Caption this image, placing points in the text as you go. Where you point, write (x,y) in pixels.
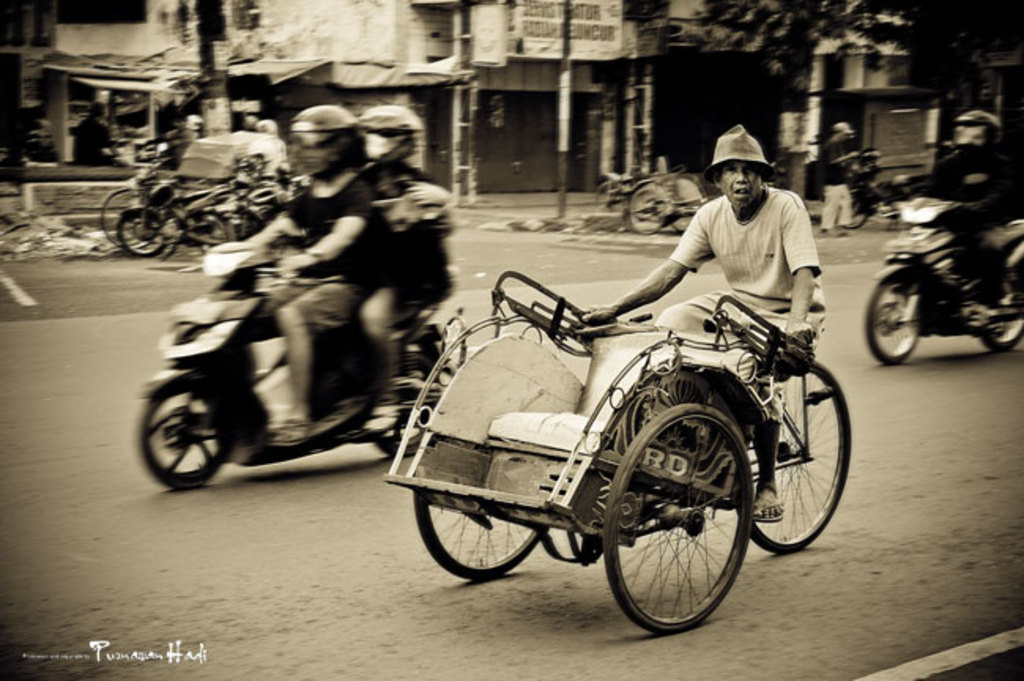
The picture is captured very long ago, there are vehicles (920,298) running on the road (471,261), to the left side (221,97) there are also some houses (524,131), trees (784,90) and few sheds (162,136).
